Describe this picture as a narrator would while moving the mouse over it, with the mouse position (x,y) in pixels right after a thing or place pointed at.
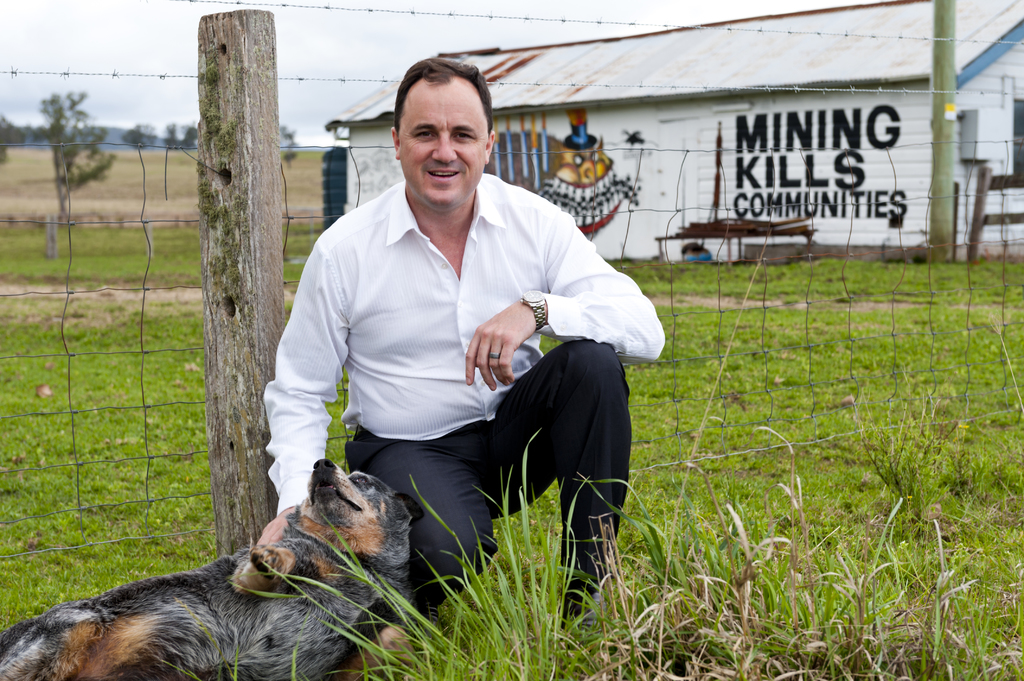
In this image we can see a man (466,323) holding a dog (342,517). The man (502,405) is sitting in the garden (790,477). At the background (754,112) we can see a house (779,66) and a sky (332,47). There is a fencing (236,177) around.
